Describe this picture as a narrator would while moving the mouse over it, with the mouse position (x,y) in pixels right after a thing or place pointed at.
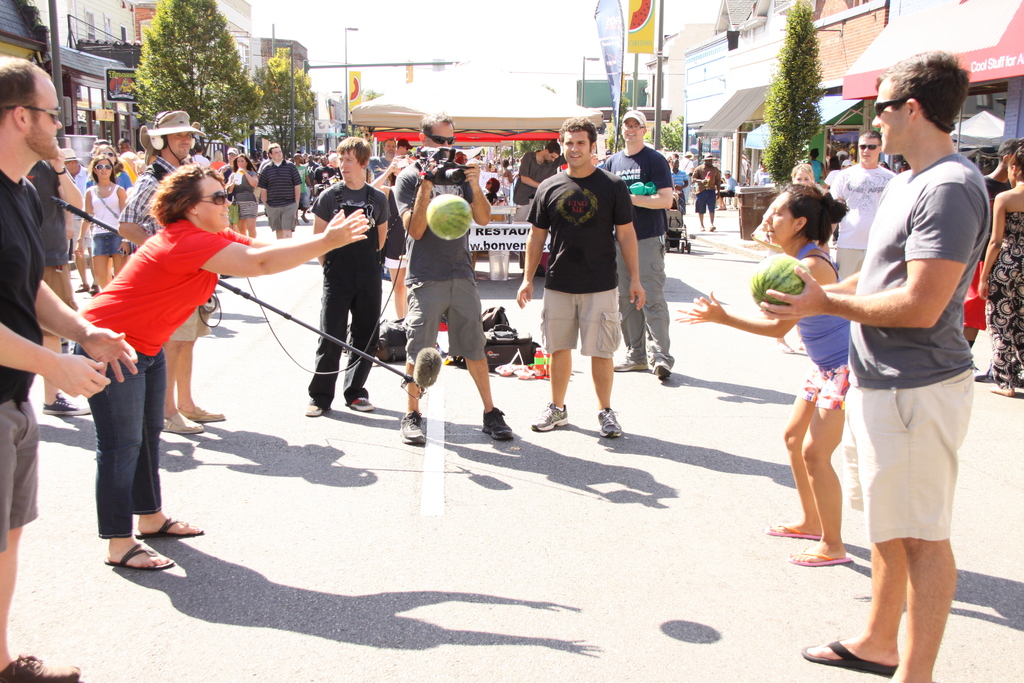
In this image there is the sky (557,26) towards the top of the image (525,31), there are buildings (835,84) towards the top of the image (834,43), there are trees (206,78), there is road (620,408) towards the bottom of the image (465,546), there are a group of persons (660,269) standing on the road (491,283), there are persons (453,265) holding an object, there are poles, there are flags (604,7) towards the top of the image (641,18), there are boards (525,238), there is text (486,233) on the boards (474,230), there are objects (489,332) on the road (428,398).
